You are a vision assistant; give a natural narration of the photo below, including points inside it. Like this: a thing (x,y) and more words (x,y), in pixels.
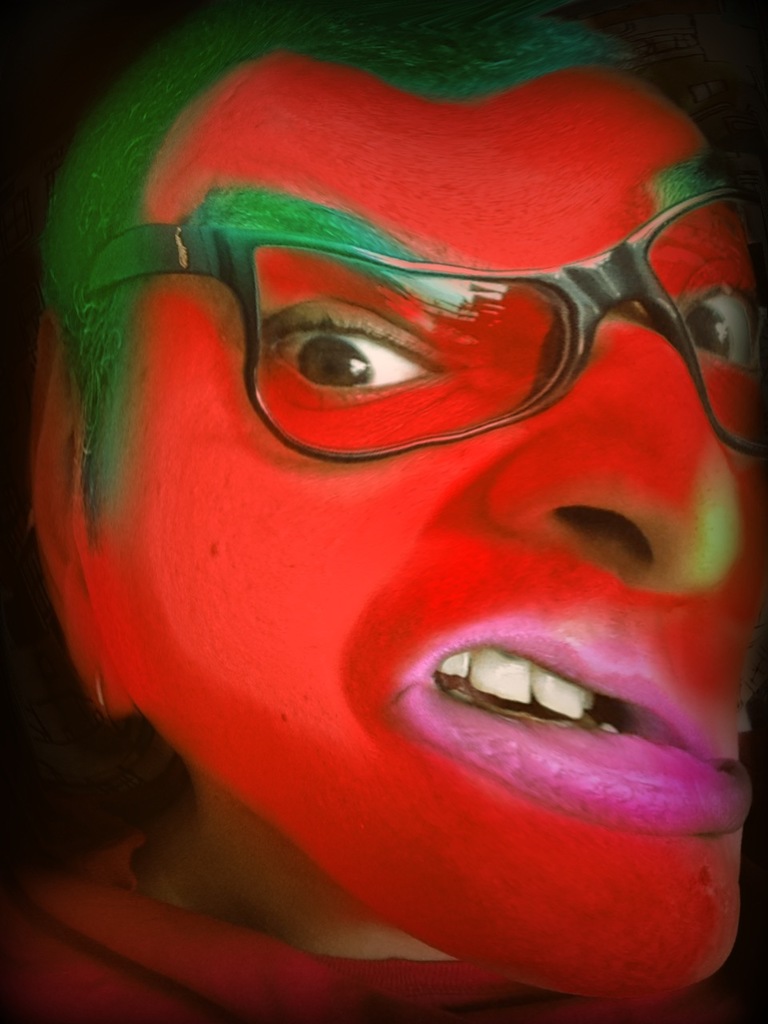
In the center of the image (383,500) we can see one human face (464,675). And we can see he is wearing glasses (539,390). And we can see some colorful paint (366,663) on his face (345,563).
